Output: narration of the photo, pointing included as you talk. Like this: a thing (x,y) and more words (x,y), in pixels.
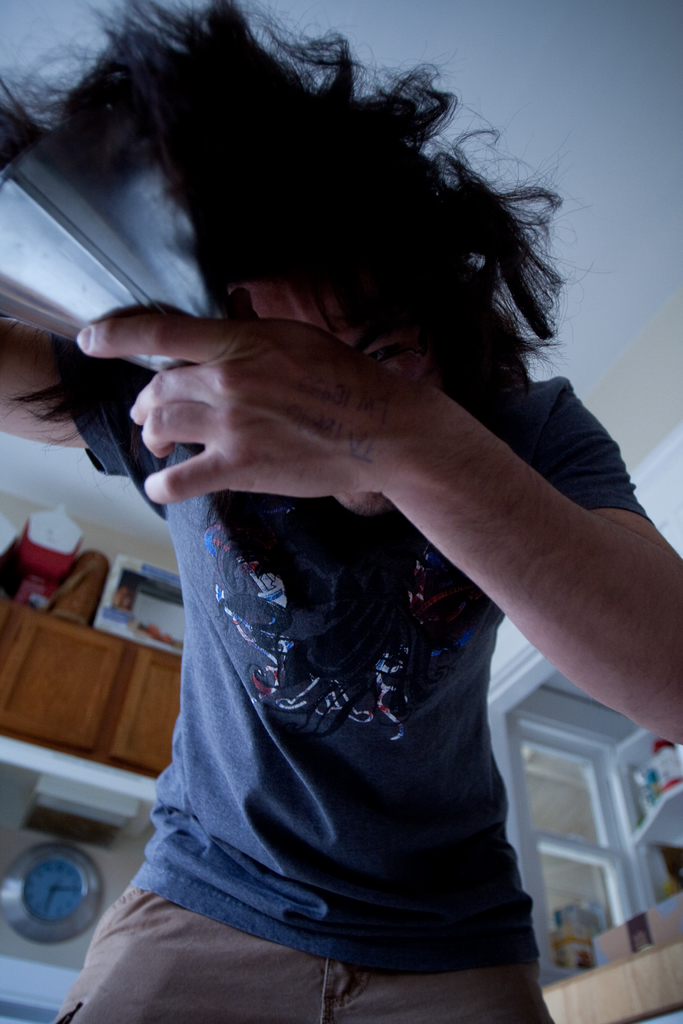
In this image we can see a person (365,688). In the background (42,656) we can see cupboards (139,733), boxes (176,622), clock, wall (101,860), and few objects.
